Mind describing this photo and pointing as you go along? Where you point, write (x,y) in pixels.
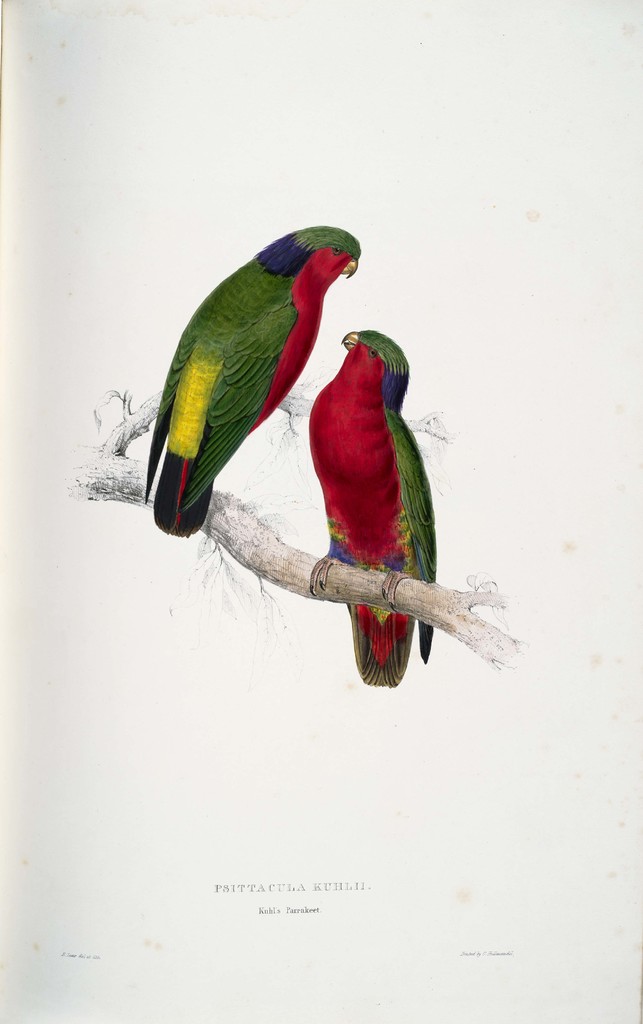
In this image there is a painting (256,542) of two birds (212,469) sitting on stem (289,573) of a tree (313,562) as we can see in middle of this image (354,352) and there is some text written at bottom of this image (274,908).
